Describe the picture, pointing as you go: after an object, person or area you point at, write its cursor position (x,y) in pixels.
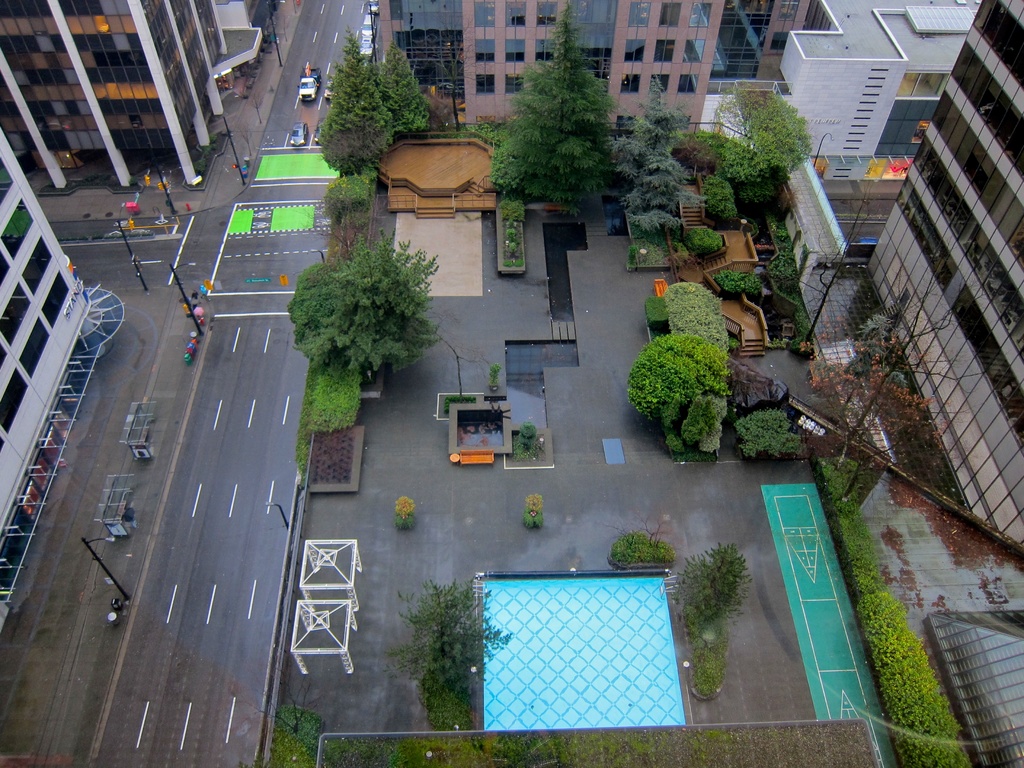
In this image I can see many vehicles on the road (228,364), I can also see few trees (699,428) and plants (785,428) in green color, buildings (967,265) in white, brown and cream color. I can also see few electric poles (243,178).
